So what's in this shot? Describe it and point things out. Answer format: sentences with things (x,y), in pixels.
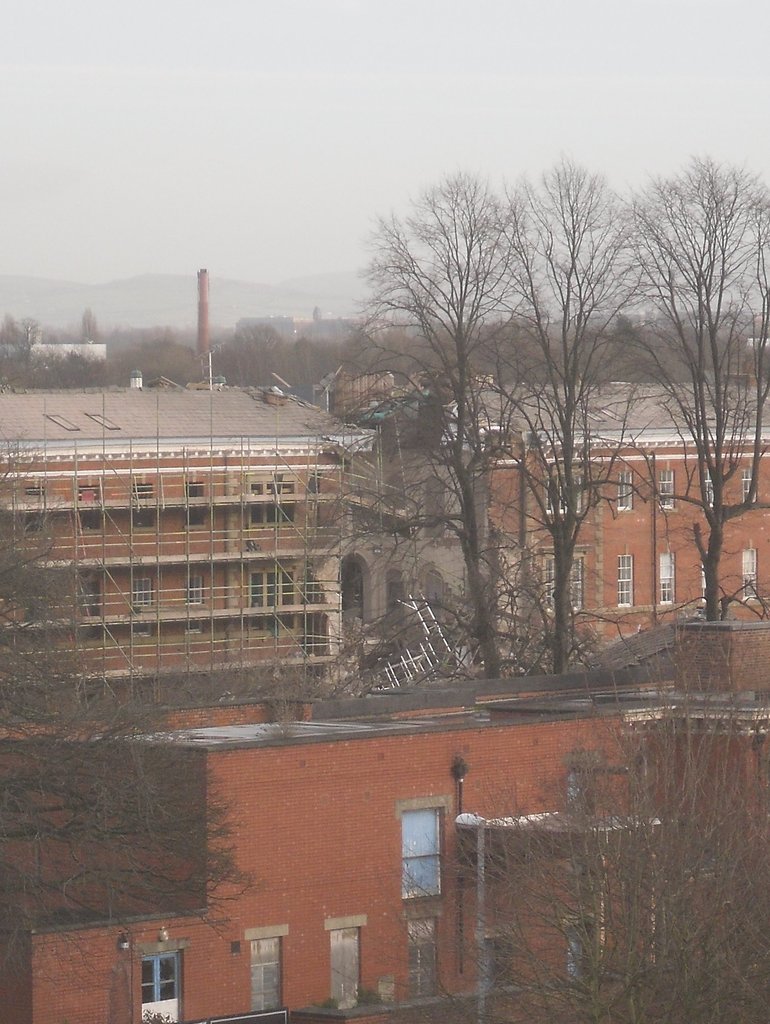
This is the picture of a place where we have some buildings (369,743) and around there are some trees (40,694), plants (551,1023), poles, bamboo sticks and some other things around.
